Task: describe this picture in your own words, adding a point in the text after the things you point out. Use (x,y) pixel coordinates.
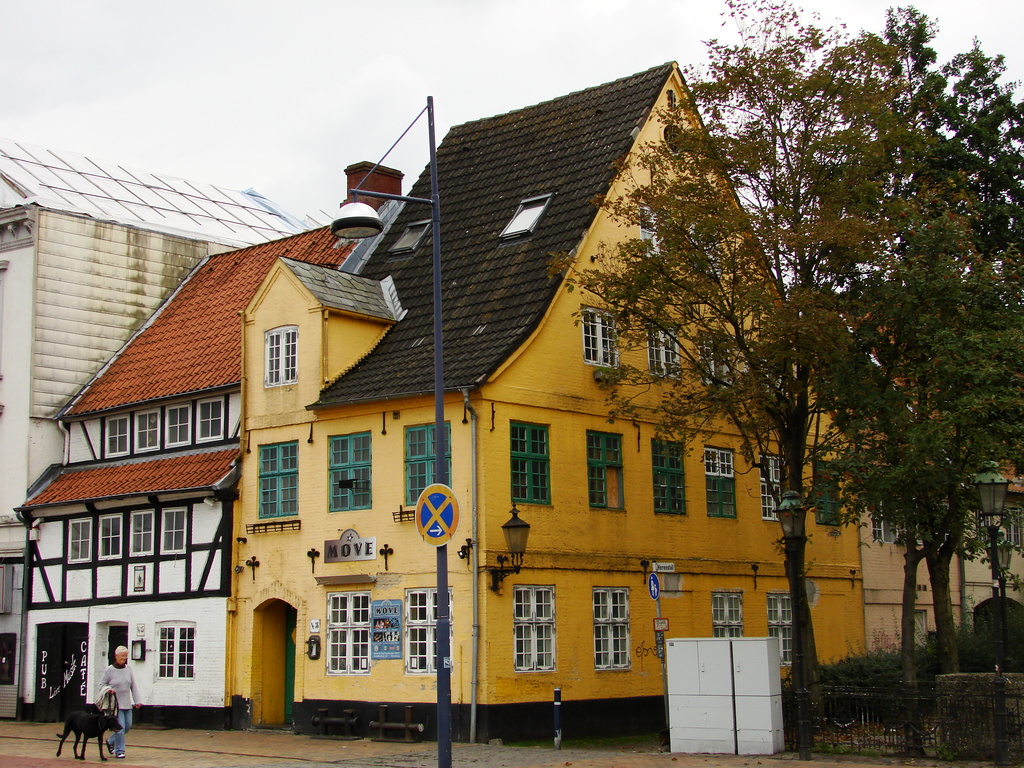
This picture is clicked outside the city. The woman (122,686) in grey T-shirt (136,684) is walking with a black dog (92,717). She is holding a leash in her hand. Beside her, we see buildings (326,480) in yellow and white color with brown and red roof (513,260) respectively. Beside that, we see a light pole (373,207) and a directional board (442,523). On the right side (748,416), we see trees (805,462), shrubs (825,678) and a railing (880,708). Beside that, we see a white color box (737,705) which looks like a cupboard (755,698). At the top of the picture (268,134), we see the sky (217,143).
